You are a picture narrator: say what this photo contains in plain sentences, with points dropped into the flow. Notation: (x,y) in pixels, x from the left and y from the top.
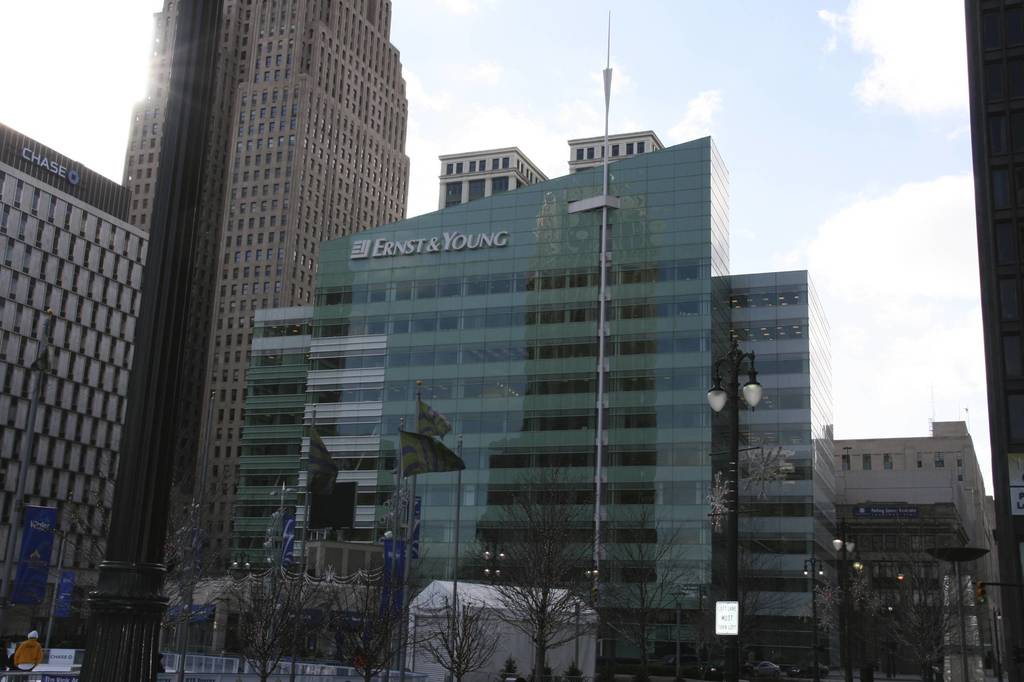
In this picture we can see buildings (439,355), poles (842,568), lights (838,546), trees (211,579), flags (401,443), boards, and banners (878,515). In the background (862,355) there is sky (877,237) with clouds (938,257).
